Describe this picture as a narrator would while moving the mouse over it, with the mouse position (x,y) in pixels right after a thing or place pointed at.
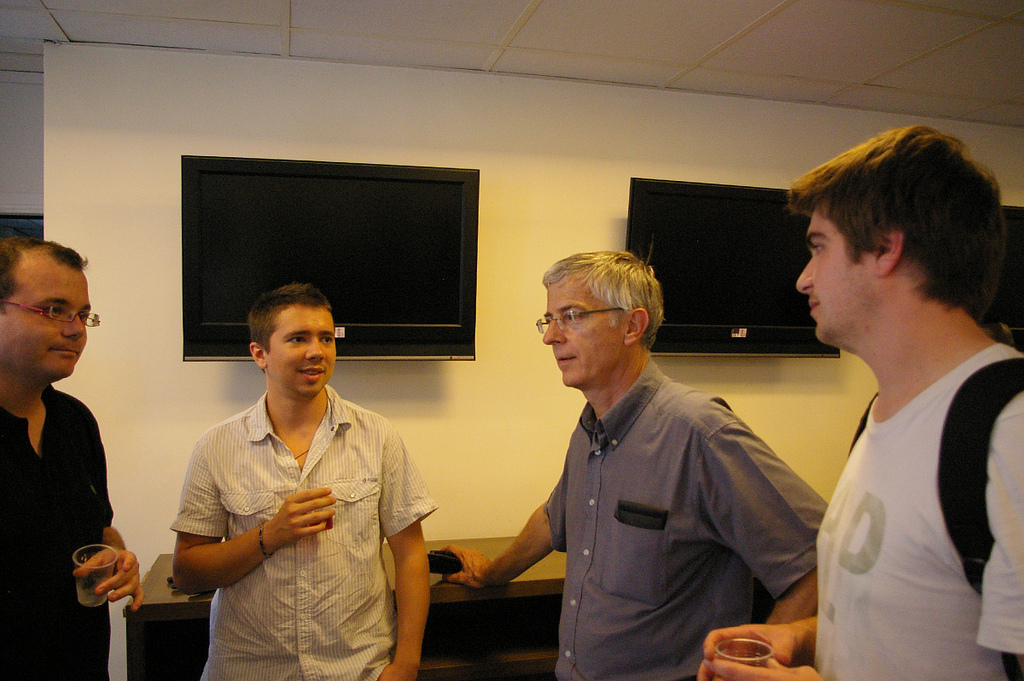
In this image we can see four people (663,482) standing. Two persons (19,329) are wearing specs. Three (879,538) are holding glasses (88,552). In the background (371,155) there is a wall (388,159) with televisions (229,285). Also there is a cabinet (513,592) near to the wall (236,382).
